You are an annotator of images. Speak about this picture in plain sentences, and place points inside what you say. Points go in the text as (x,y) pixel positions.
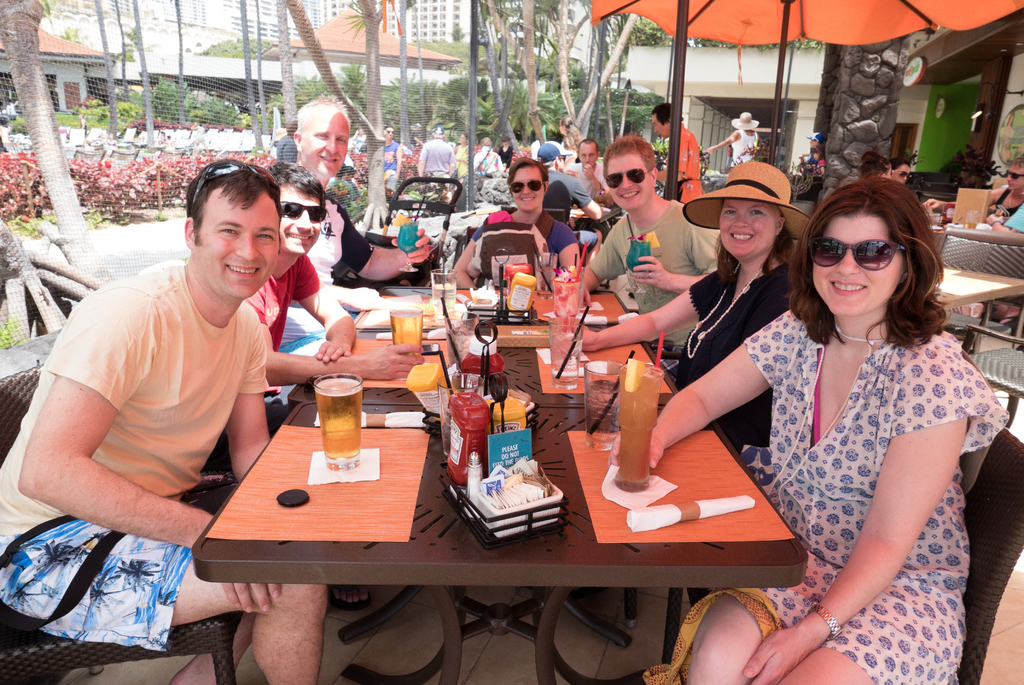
This is the picture of the restaurant (303,364). Some people (394,163) are standing and some people (584,169) are sitting in chair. There is a table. There is a glass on a table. On the right (693,422) we have a woman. She is wearing a spectacle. She is smiling and another person (704,341) we have a woman (691,368). She is wearing a hat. We can in the background (369,179) beautiful nature like trees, buildings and flower pots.
